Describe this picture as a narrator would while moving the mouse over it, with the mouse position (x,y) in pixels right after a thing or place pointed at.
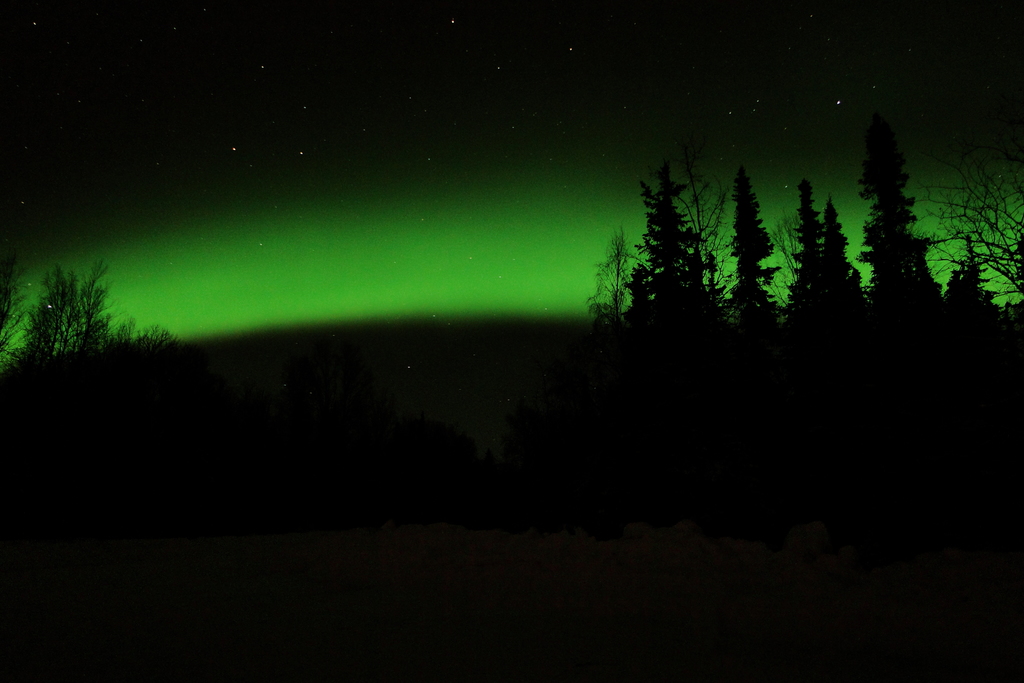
In this image we can see land (499,582) and trees (241,412). At the top of the image (292,56), we can see the sky (349,132) with stars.
